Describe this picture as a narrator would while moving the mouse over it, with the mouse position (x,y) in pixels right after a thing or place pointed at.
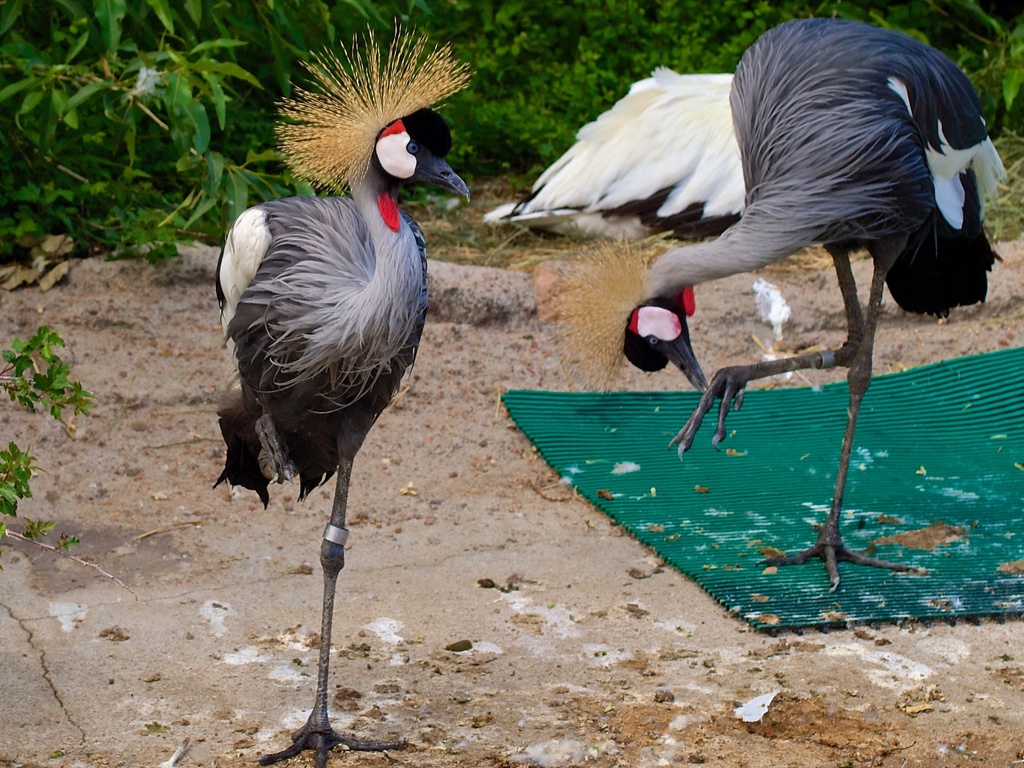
In this picture we can see birds (265,305) and sheet (656,483). In the background of the image (533,35) we can see plants (98,132).
